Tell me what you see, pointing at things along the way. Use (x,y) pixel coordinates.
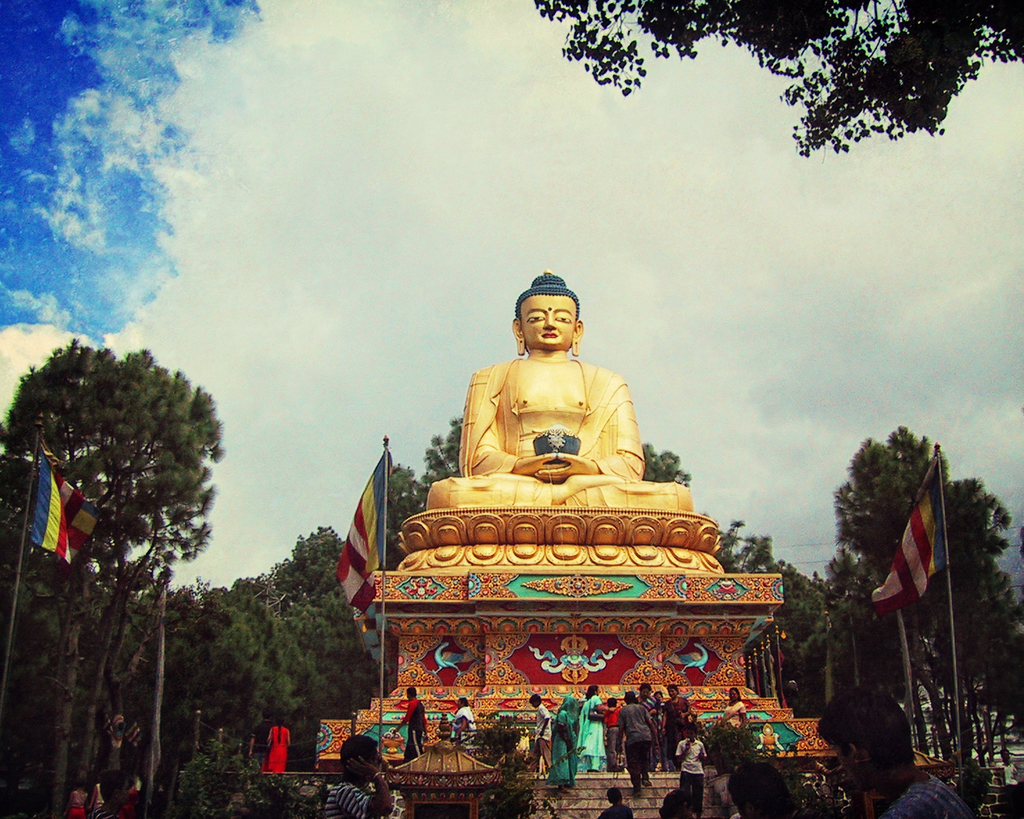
As we can see in the image there is a statue (591,436), few people (595,735) here and there, stairs (583,773), flags (60,521), trees (82,630), sky (697,472) and clouds (332,146).
